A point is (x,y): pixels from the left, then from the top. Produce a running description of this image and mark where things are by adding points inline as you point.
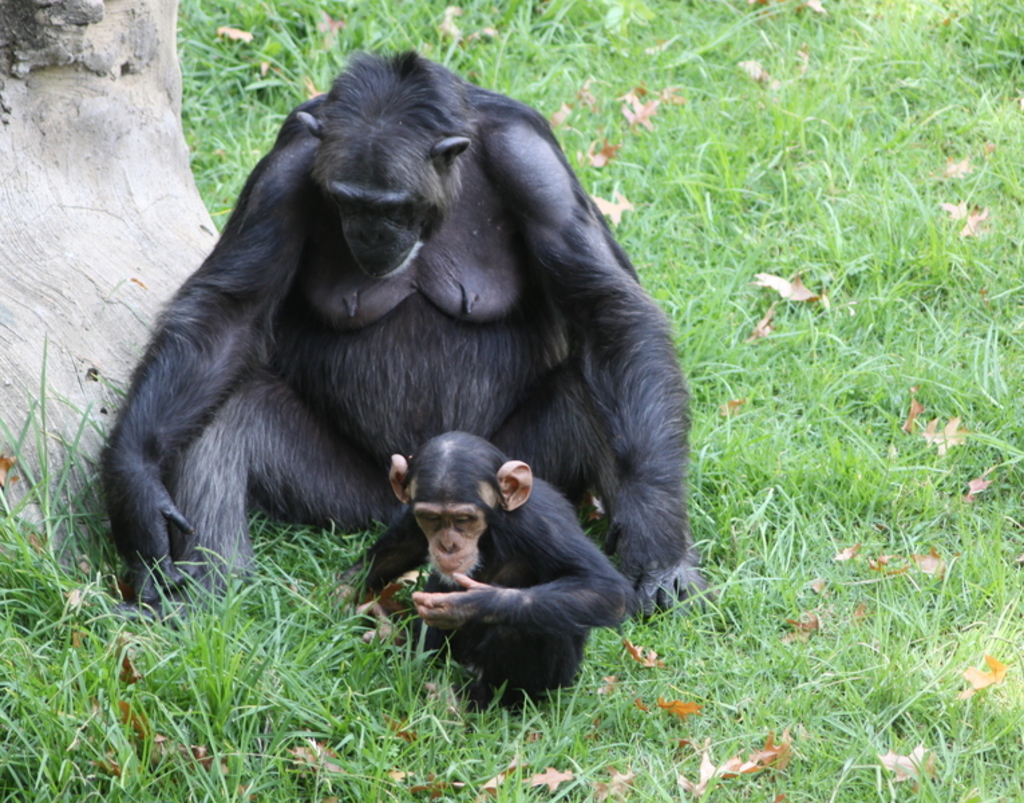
In this picture we can see two chimpanzees (427,351) sitting, at the bottom (887,681) there is grass (824,498) and some leaves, we can see a tree (157,122) on the left side (111,134).
